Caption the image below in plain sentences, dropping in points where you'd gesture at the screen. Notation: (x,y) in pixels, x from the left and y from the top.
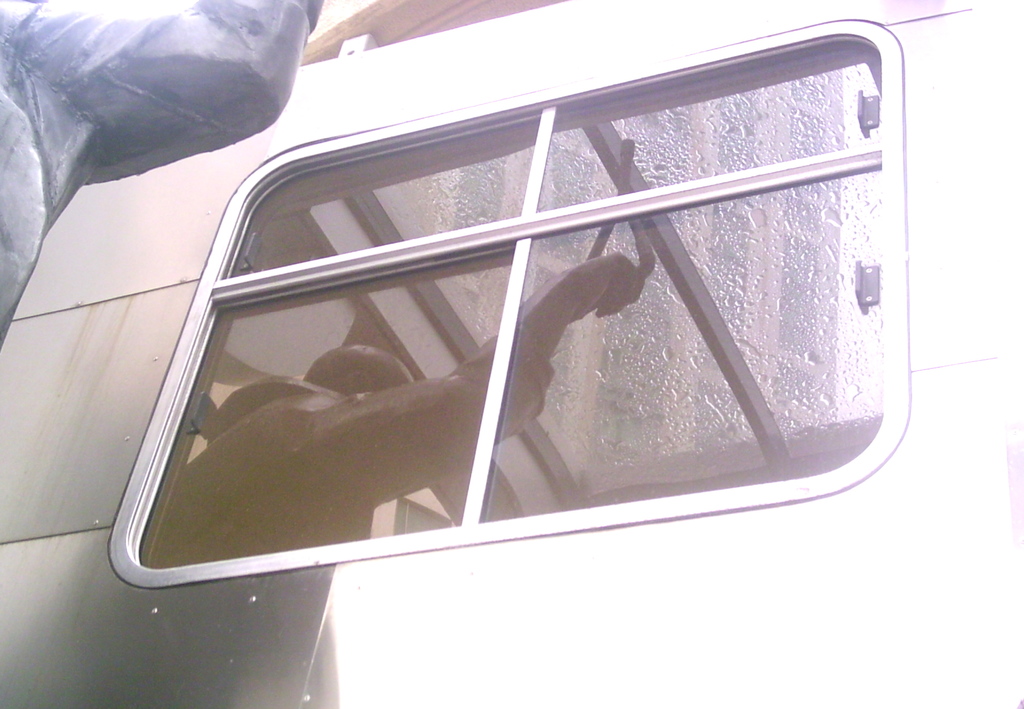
In the image we can see a window (516,249) and in the window (535,287) we can see the reflection (285,422) of a person (285,422). The window (347,389) is made up of glass (595,383).
